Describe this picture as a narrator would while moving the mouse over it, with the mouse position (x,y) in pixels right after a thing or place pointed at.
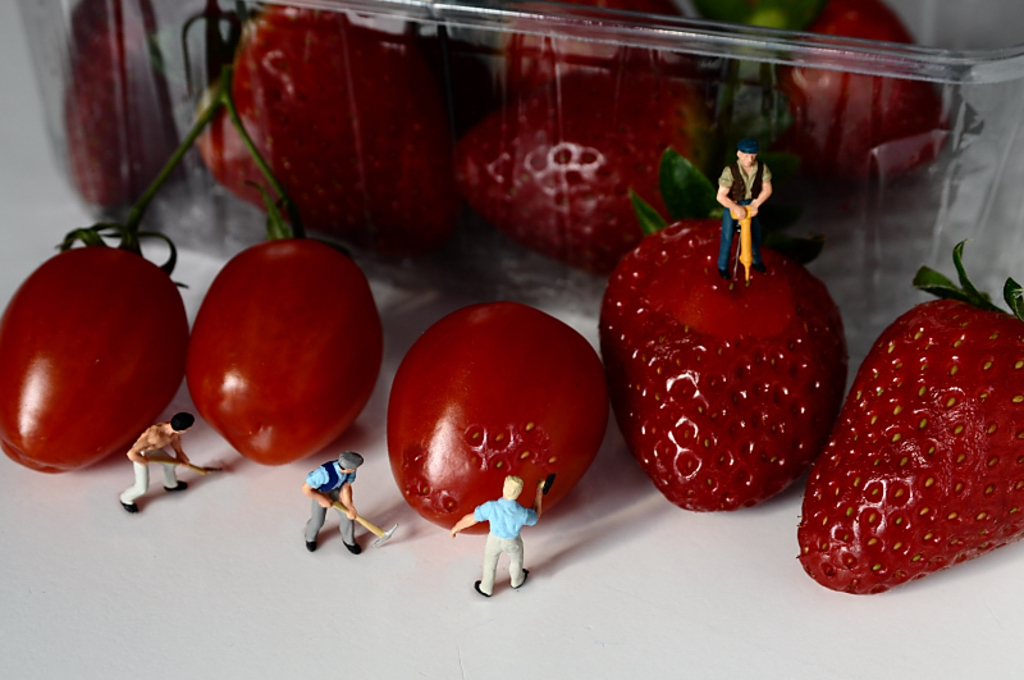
In this image we can see the fruits (66,295) and toys (313,486). At the top (299,108) we can see fruits (572,132) in a plastic box (560,95).
